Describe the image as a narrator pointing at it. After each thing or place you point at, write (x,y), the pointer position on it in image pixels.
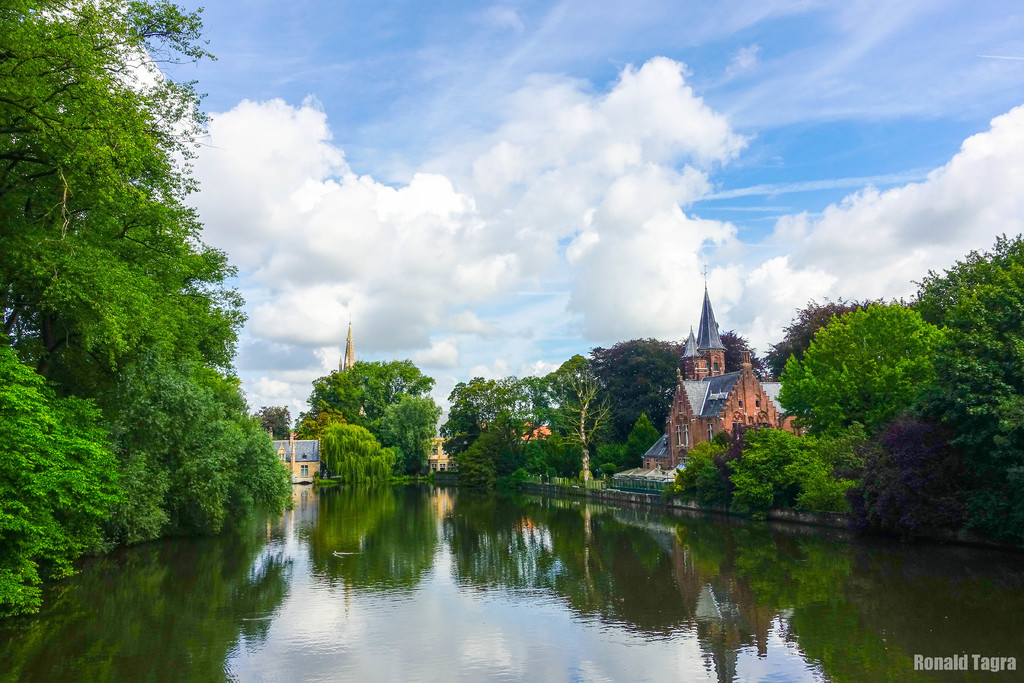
In this picture we can see water (734,620), few trees (671,397), houses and clouds (537,234).
